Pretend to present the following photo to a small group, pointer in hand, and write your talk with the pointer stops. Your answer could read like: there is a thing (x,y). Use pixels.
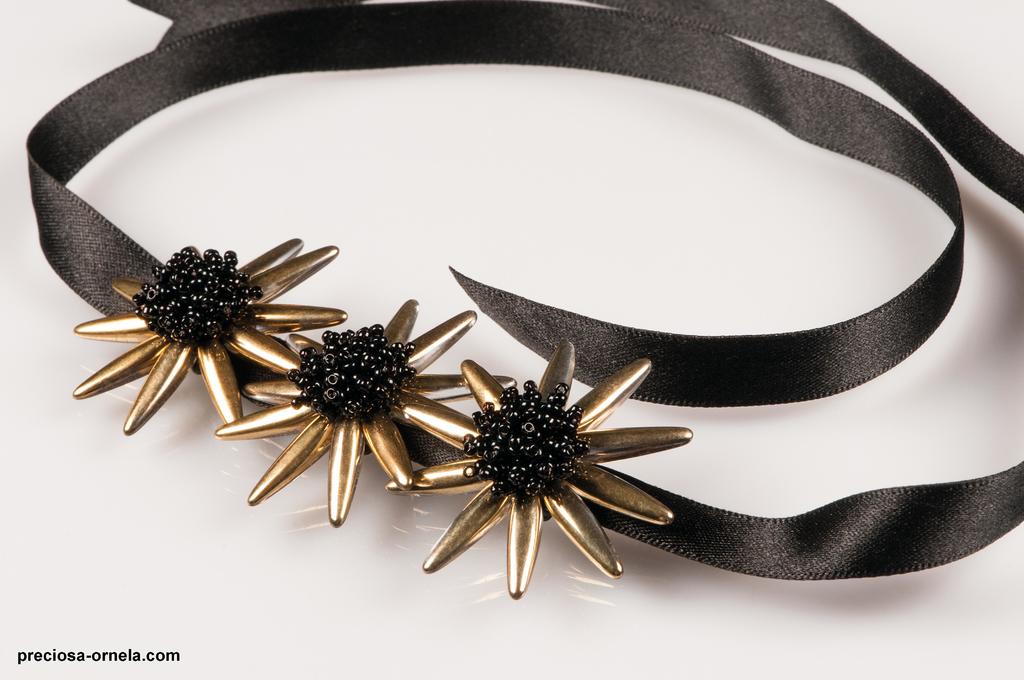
This image consists of a ornament (330,381). It looks like a ribbon (455,42). It is in black color. It is kept on the desk (364,310).
